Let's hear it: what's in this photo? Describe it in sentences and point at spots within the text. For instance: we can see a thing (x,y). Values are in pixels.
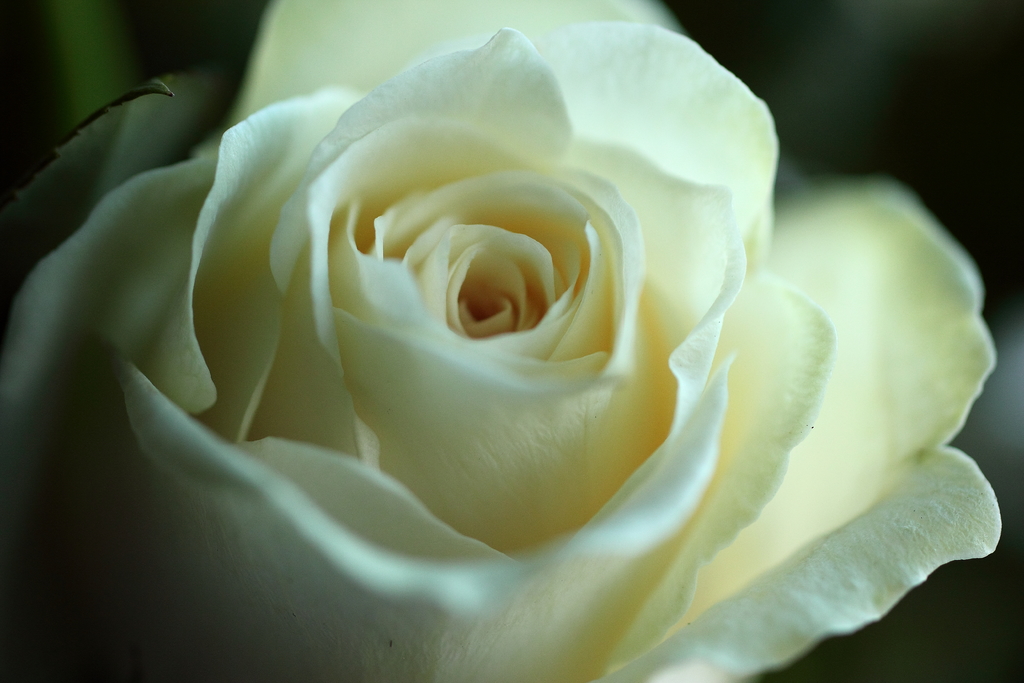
In this image I see a flower (605,415) which is of white in color and I see that it is dark in the background (71,38).
